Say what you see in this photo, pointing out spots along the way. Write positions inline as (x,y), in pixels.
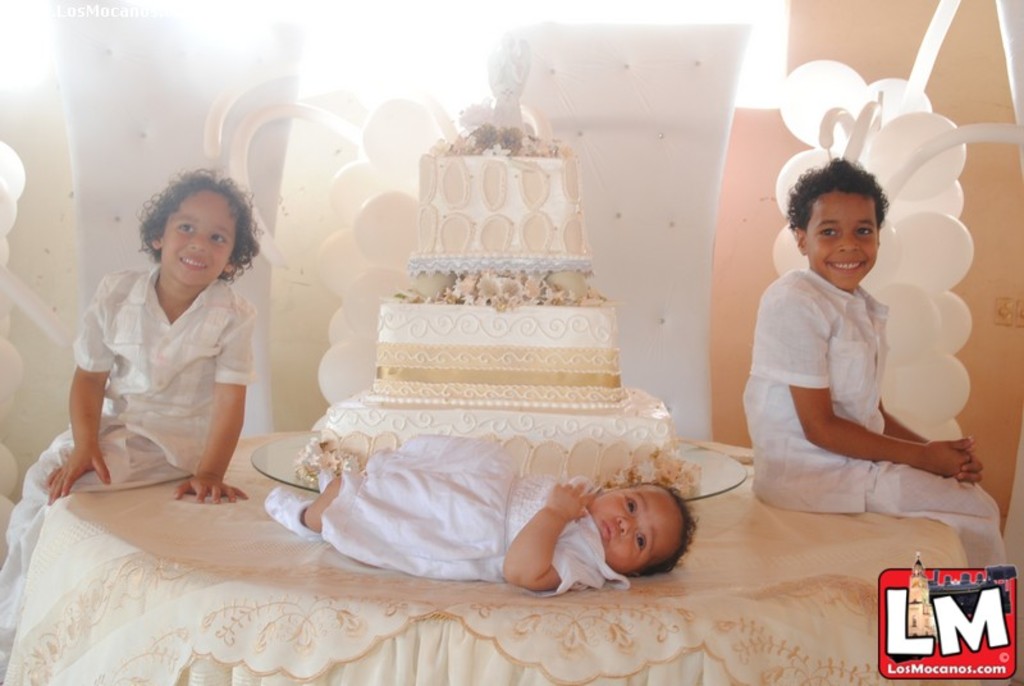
In this image we can see two children (175,228) are sitting and smiling, there a baby (487,471) is lying, at the back (524,294) there is a cake (316,477) on a table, there are white balloons (937,187), there is a wall (848,60).
